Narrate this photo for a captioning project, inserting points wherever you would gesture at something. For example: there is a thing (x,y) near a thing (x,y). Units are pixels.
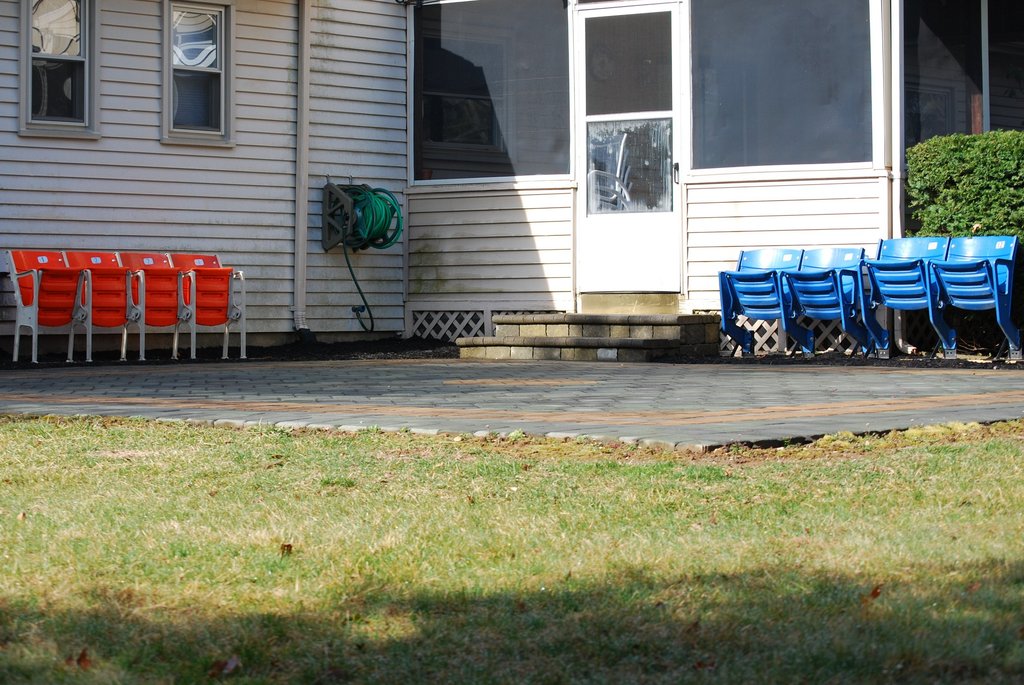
This is an outside view. At the bottom (390,496), I can see the grass (692,517). On the right (913,282) and left side of the image (141,307) there are few chairs (947,281). In the background (547,144) there is a house (447,125) with the glass windows (698,70). On the right side (955,173) few leaves (974,207) are visible. In front of this house (590,283) there are few stairs (608,335).
